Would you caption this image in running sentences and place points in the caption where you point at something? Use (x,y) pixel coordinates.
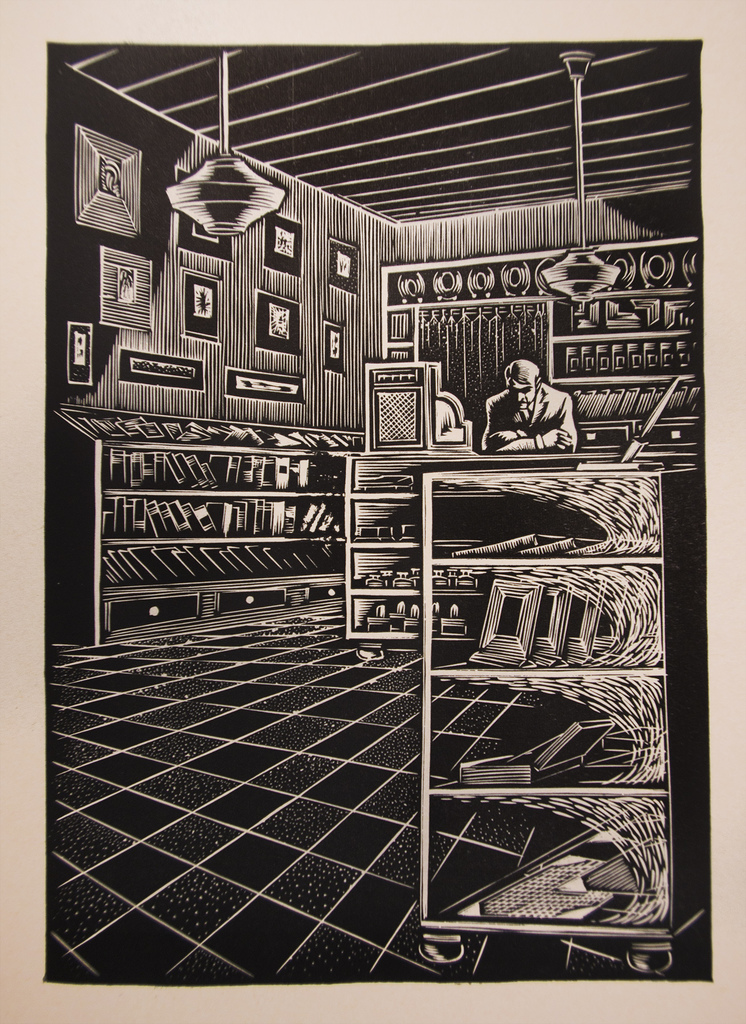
This is an animated image in this image, in the foreground (527,604) there is one table (554,500). In that table (624,639) there are some books (548,899) and in the center (495,398) there is one person (514,444) who is standing, on the right side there is a book rack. In that book rack (633,379) there are some books (640,398). And on the wall (214,256) there are some photo frames (109,220), on the right side (649,328) there is some book racks (614,348). On the top of the image (222,200) there are some lights (239,206), at the bottom (289,685) there is a floor (283,829).
